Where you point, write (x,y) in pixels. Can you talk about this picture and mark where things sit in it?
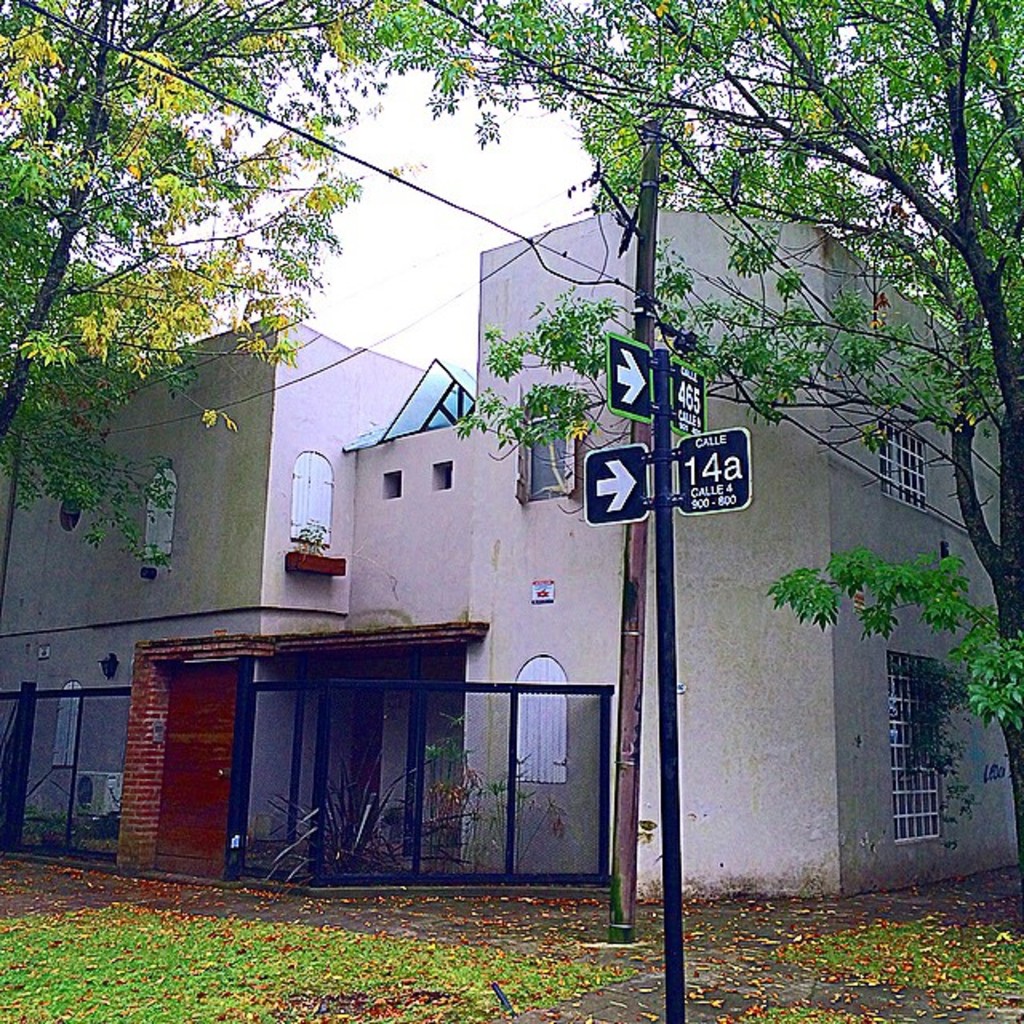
In this image in the center (374,398) there is one house (647,793), gate (186,762), wall (151,739), flower pots (306,560) and some plants (441,817). In the foreground (663,695) there are two poles (659,660), boards (640,379) and some wires (591,264) and on the right side (920,348) and left side (143,206) there are some trees (130,538). At the bottom (496,953) there are some leaves (208,967) and grass (179,971).
